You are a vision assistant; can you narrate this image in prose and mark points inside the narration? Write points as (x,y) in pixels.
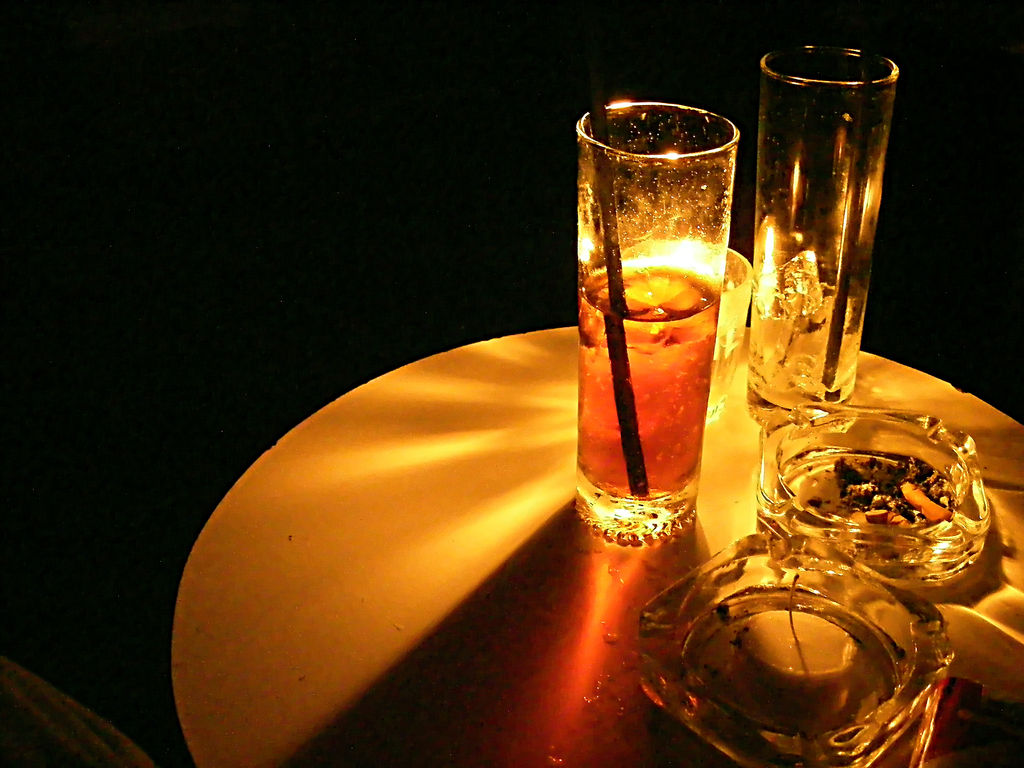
In the picture we can see a round table (315,489) on it we can see two glasses (685,471) of drink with some ice cubes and straws (636,479) and beside it we can see two ashtrays (793,492), in one ash tray (774,488) we can see some cigarette stuff (864,504).
